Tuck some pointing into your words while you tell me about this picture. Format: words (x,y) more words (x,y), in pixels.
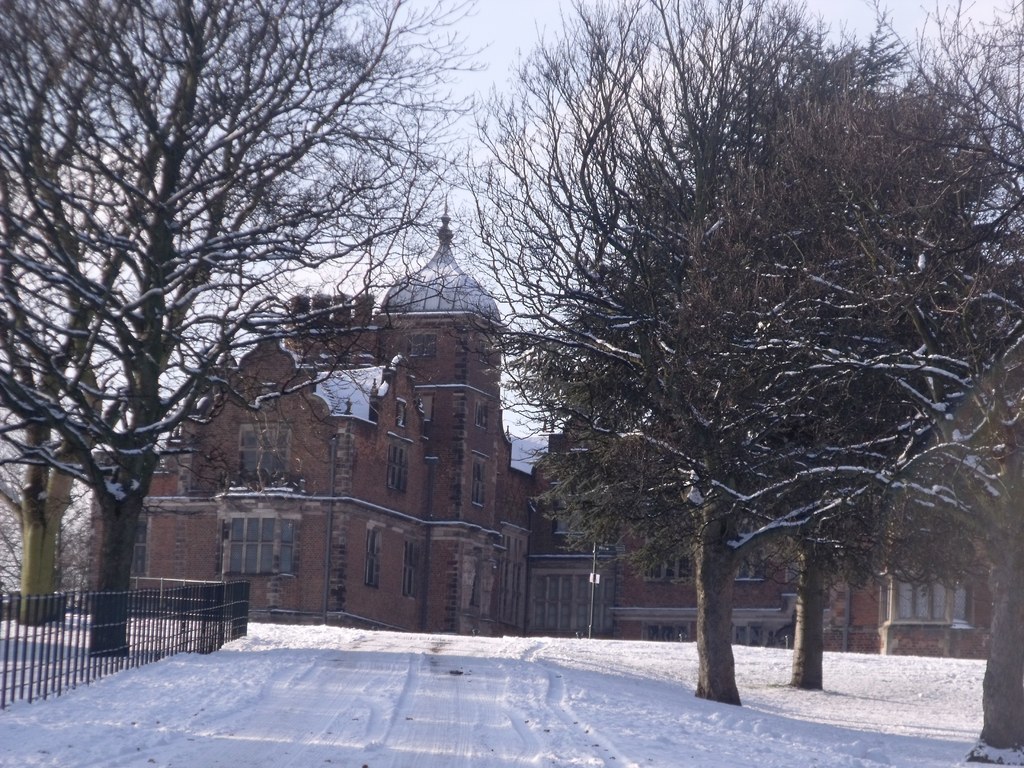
In this image we can see a building (336,503) with windows (252,546) on it. To the left side (225,617), we can see a fence (206,623). In the background (477,29), we can see a group of trees (805,462) and sky (489,89).
